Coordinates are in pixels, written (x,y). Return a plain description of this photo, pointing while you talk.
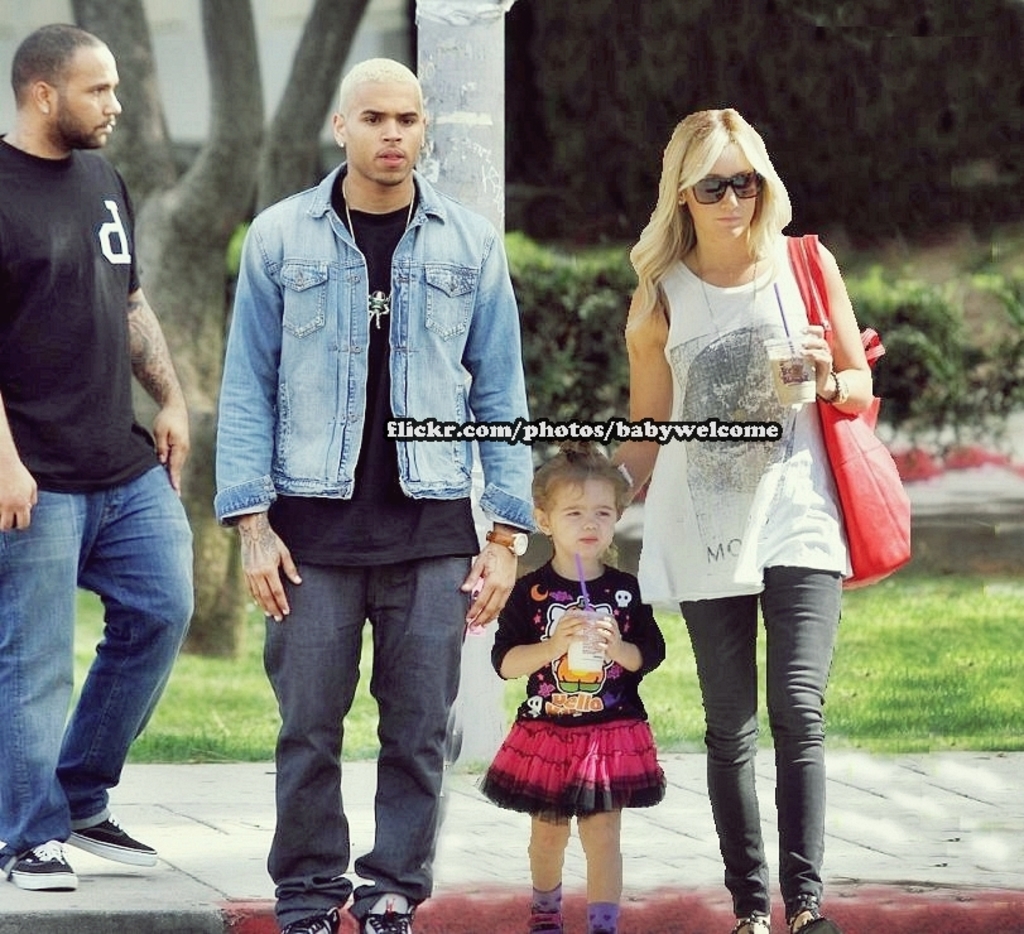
In the picture there is a man (390,388) wearing denim jacket (357,352) and beside a small girl (545,534) wearing black and pink color dress (622,734) holding a juice cup (599,650) in the hand (599,632). Beside there is a woman (757,550) wearing white t-shirt (826,538) and red bag (870,524). Behind there is a another man (83,130) wearing black color t-shirt (98,434) and blue jeans (114,573) is standing and looking on the right side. In the background (512,76) there are some tree trunk (248,92) and plants (558,388).
